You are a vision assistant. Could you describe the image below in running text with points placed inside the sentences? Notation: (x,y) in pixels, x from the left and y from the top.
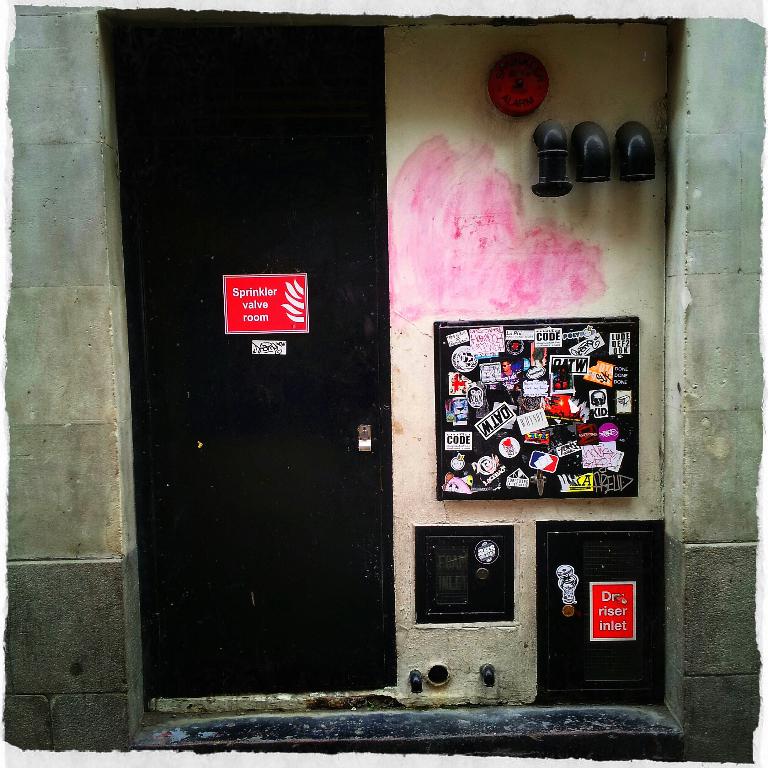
Here I can see a wall (474,280) along with the door (274,435). The door (290,607) is in black color. Here I can see a board (472,363), few pipes (596,163) are attached to the wall (565,259).
